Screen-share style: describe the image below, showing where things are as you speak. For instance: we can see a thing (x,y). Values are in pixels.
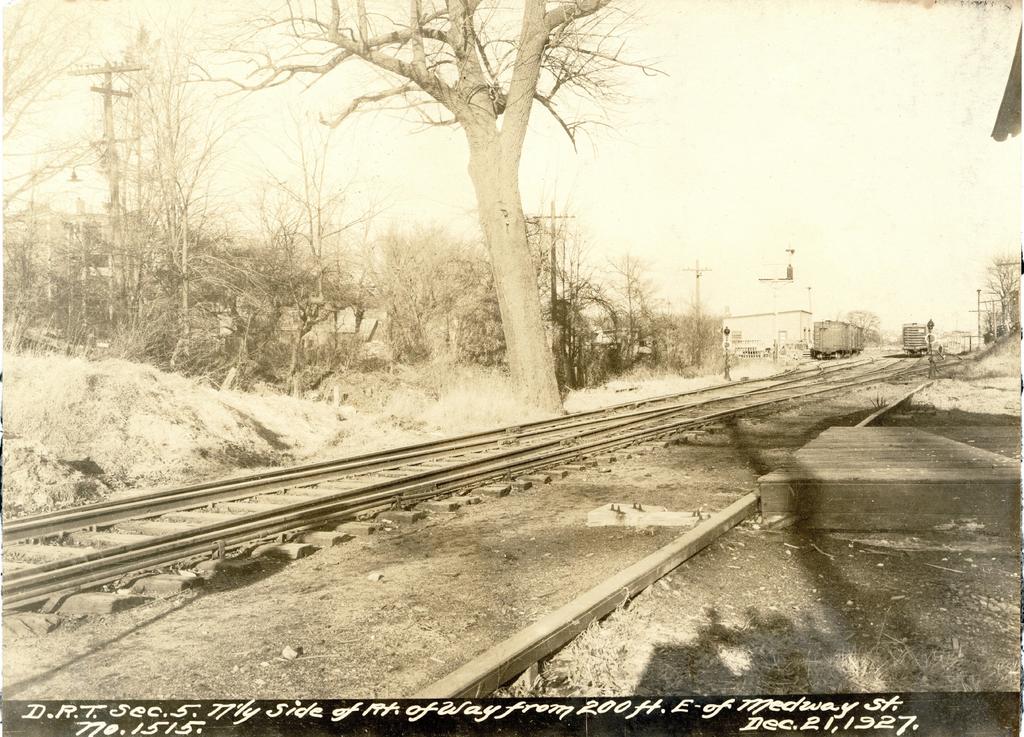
As we can see in the image there is a clear sky (733,192). On the ground (50,631) there is a railway track (545,456) on the other side of the track (798,370) there is a boxcar (909,334) standing and beside it there is a train (857,335) on the track (911,360). Beside the goods train (825,338) there is a building (760,330). There are lot of trees (302,321) over here and here the tree (487,86) is standing without leaves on it and on the bottom of the picture (197,723) there is written which is in white colour.
